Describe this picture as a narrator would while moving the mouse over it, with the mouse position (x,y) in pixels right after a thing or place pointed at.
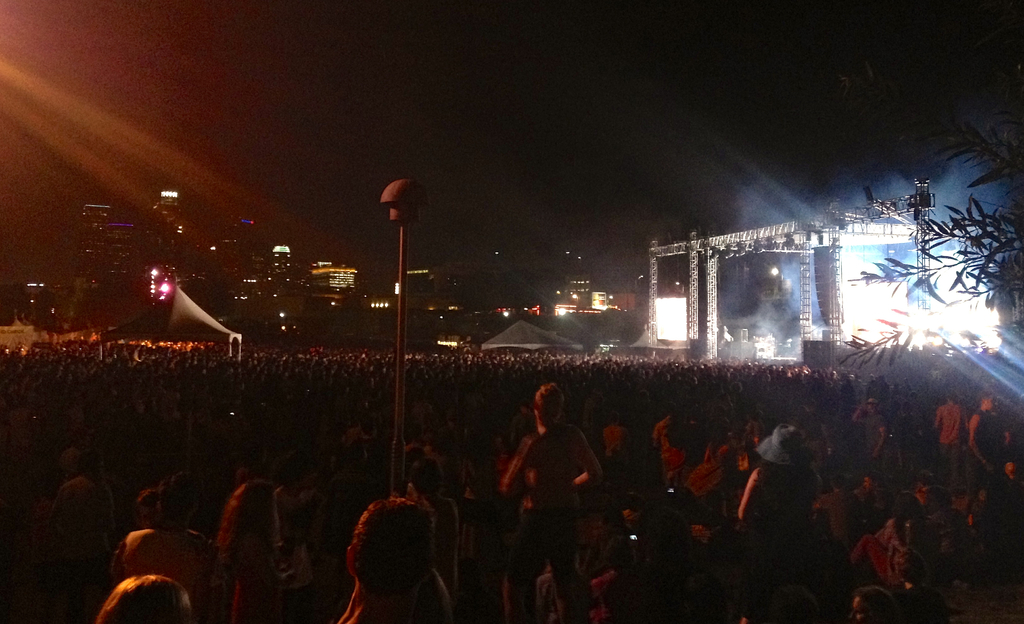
In the center of the image (398,385) we can see a pole (414,205), buildings (636,299), lights (853,275), tree (983,226), tent (507,332), stage (785,312) are there. At the bottom of the image (598,489) group of people (421,439) are there. At the top of the image (643,112) sky (644,123) is there.
